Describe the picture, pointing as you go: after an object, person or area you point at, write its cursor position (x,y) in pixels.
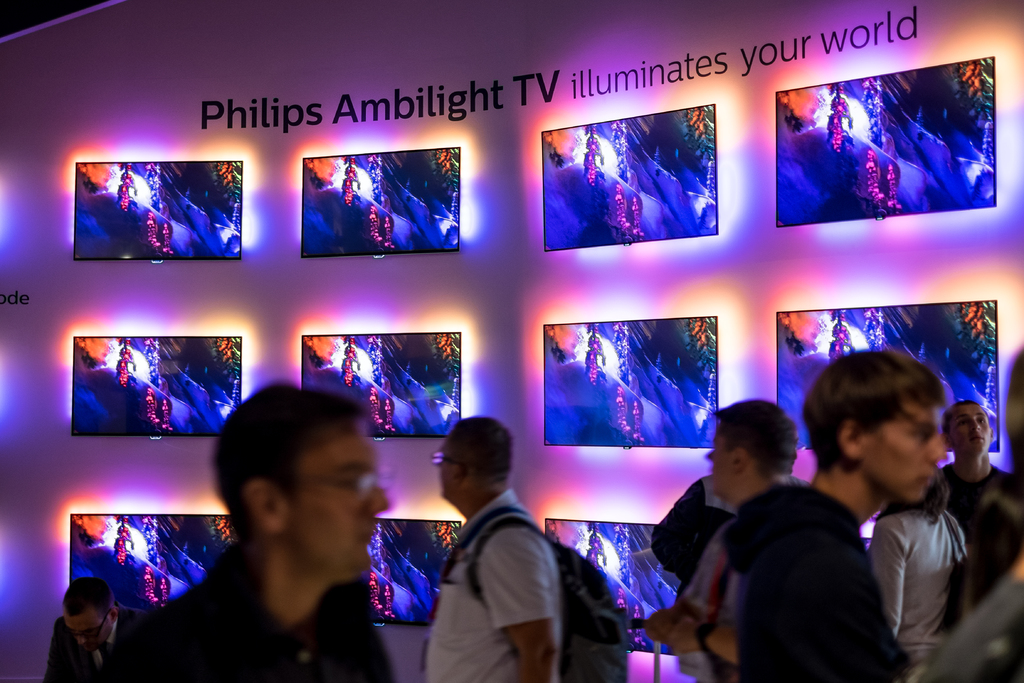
In this image there are people (234,570). In the background (570,538) we can see screens (369,409) placed on the wall (183,264) and there is text (646,73).
